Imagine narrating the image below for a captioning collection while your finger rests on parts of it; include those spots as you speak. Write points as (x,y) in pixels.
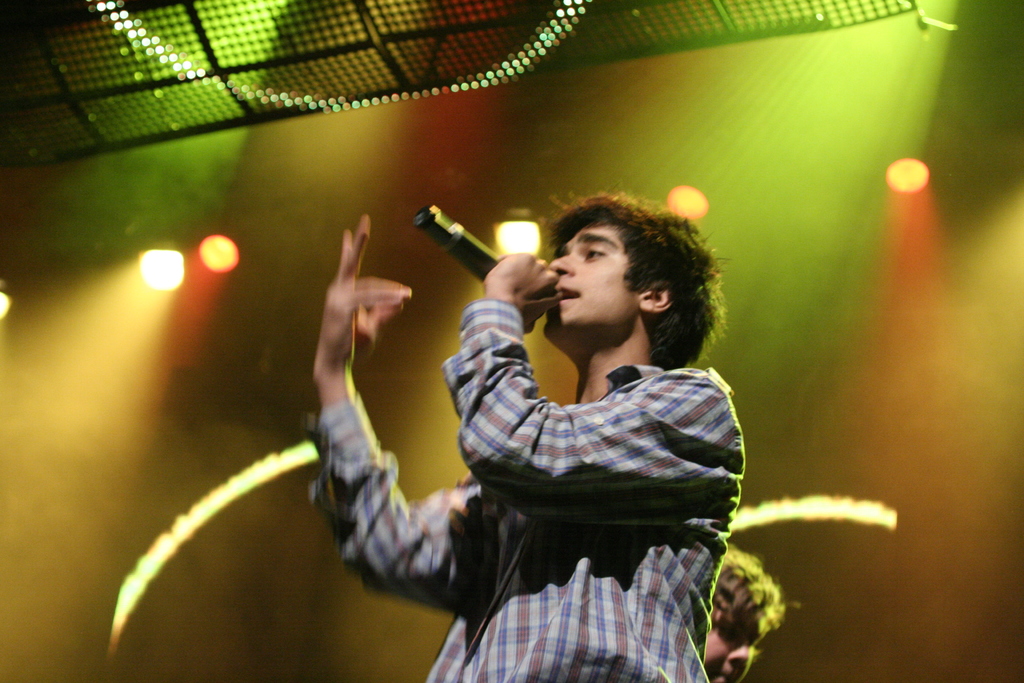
As we can see in the image there is wall (155,245), lights (158,563), a person (700,477) wearing grey color dress (612,447) and holding a mic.
